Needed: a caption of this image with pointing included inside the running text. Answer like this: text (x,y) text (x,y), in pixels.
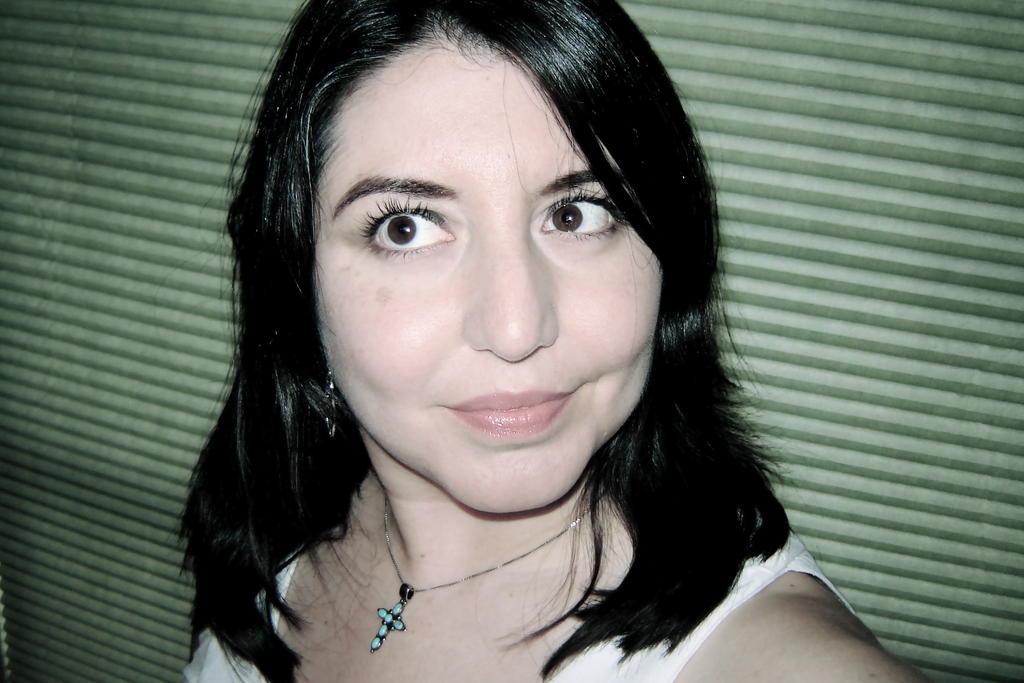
In this image I can see a woman (330,492) in the front (542,488) and I can see she is wearing white colour dress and a locket (412,596) on her neck (385,582). In the background (795,200) I can see green colour shutter (139,376).
